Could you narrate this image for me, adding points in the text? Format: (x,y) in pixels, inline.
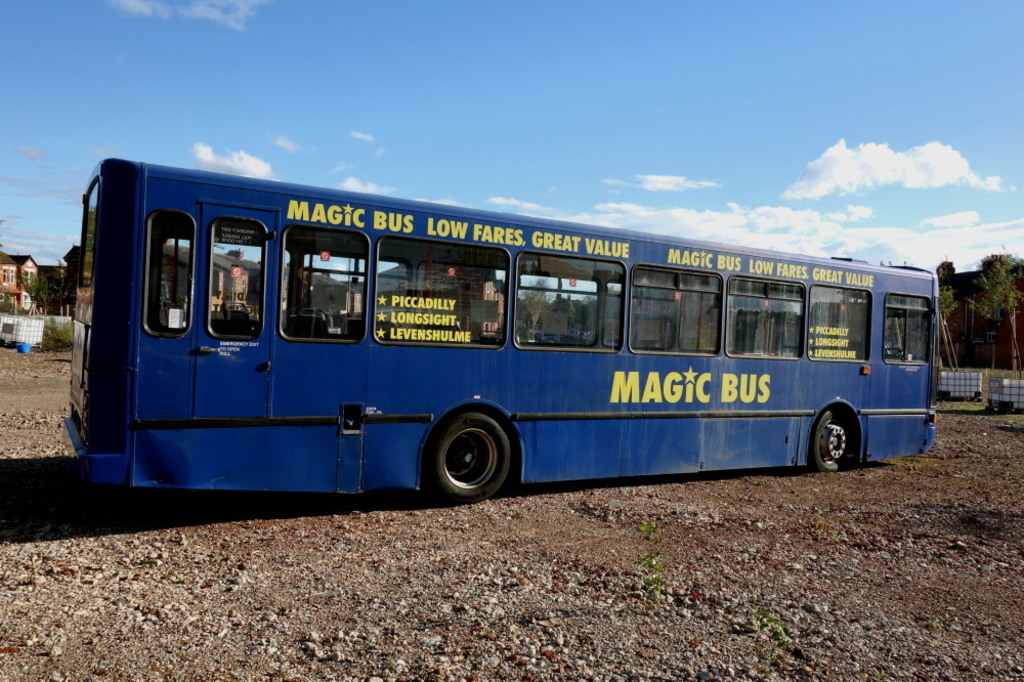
In this picture I can see there is a bus (901,430) parked here and the bus (881,293) is parked in the empty place (605,611) and in the backdrop (974,307) I can see there are some buildings (32,274), trees (1009,268) and the sky (391,117) is clear.
